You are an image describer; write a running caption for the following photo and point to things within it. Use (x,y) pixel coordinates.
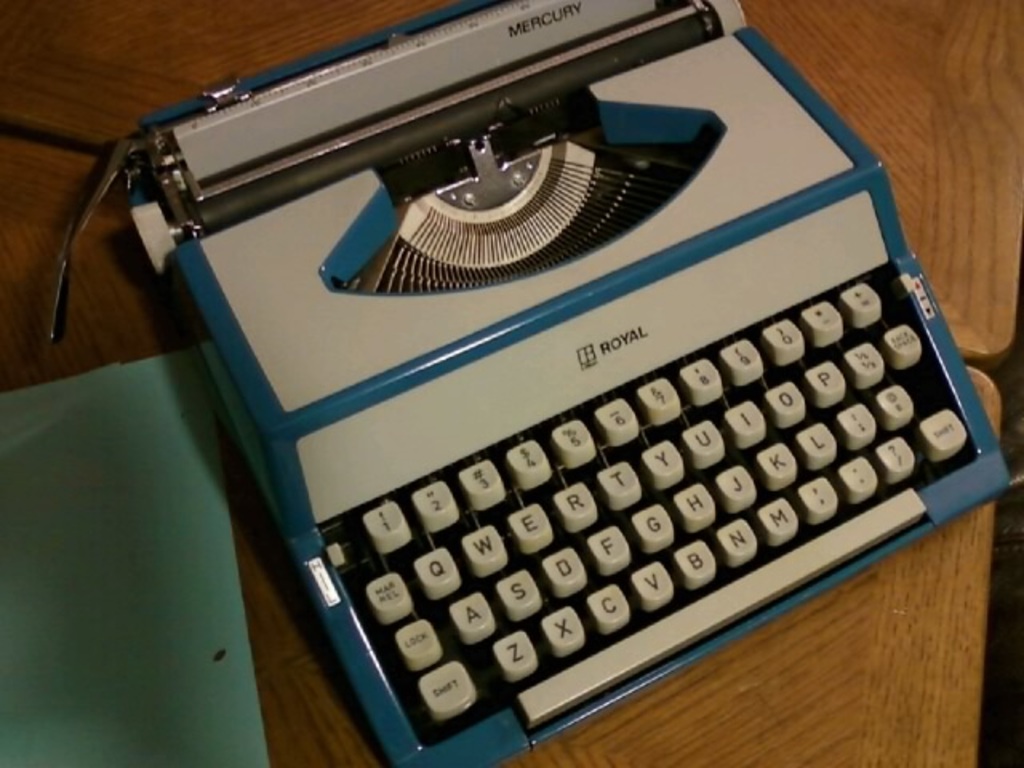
There is a typewriter machine (478,240) on a wooden surface (801,640). Near to that there is a green color thing (111,573).
